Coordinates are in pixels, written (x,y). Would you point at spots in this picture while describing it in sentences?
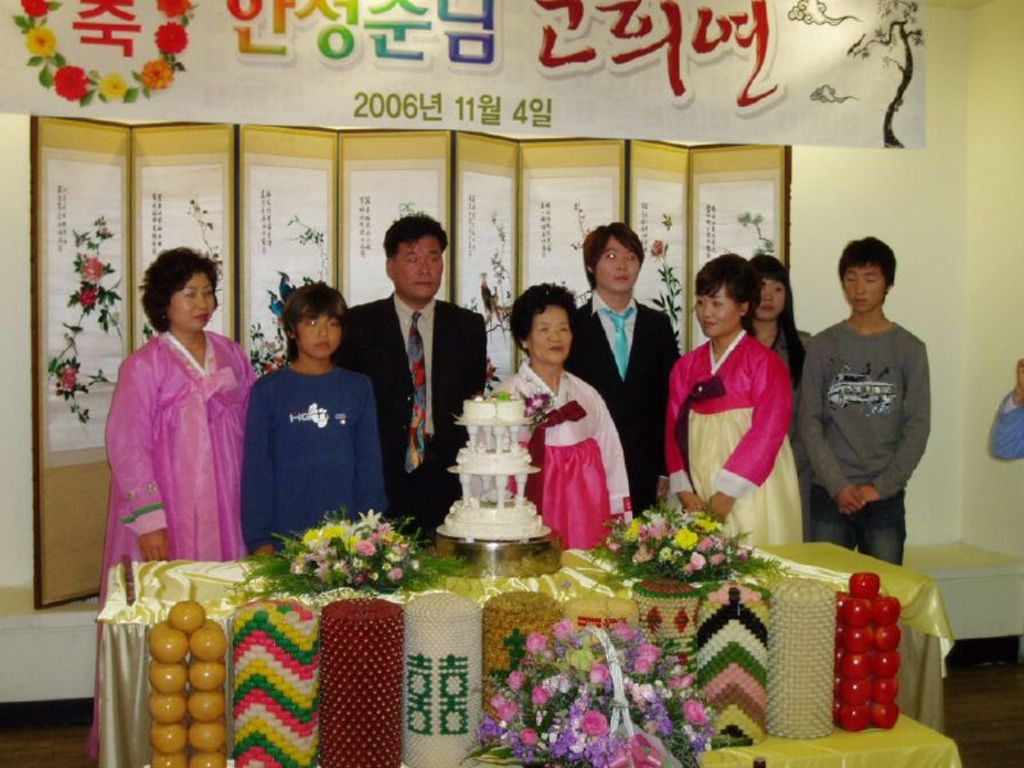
There is a group of persons (783,388) standing in the middle of this image (562,380). There is one cake (504,518) and some flowers (435,577) are kept on a table (212,589) as we can see at the bottom of this image (227,596). There is a wall poster (511,195) is attached on the wall (819,216) is in the background (828,199).
